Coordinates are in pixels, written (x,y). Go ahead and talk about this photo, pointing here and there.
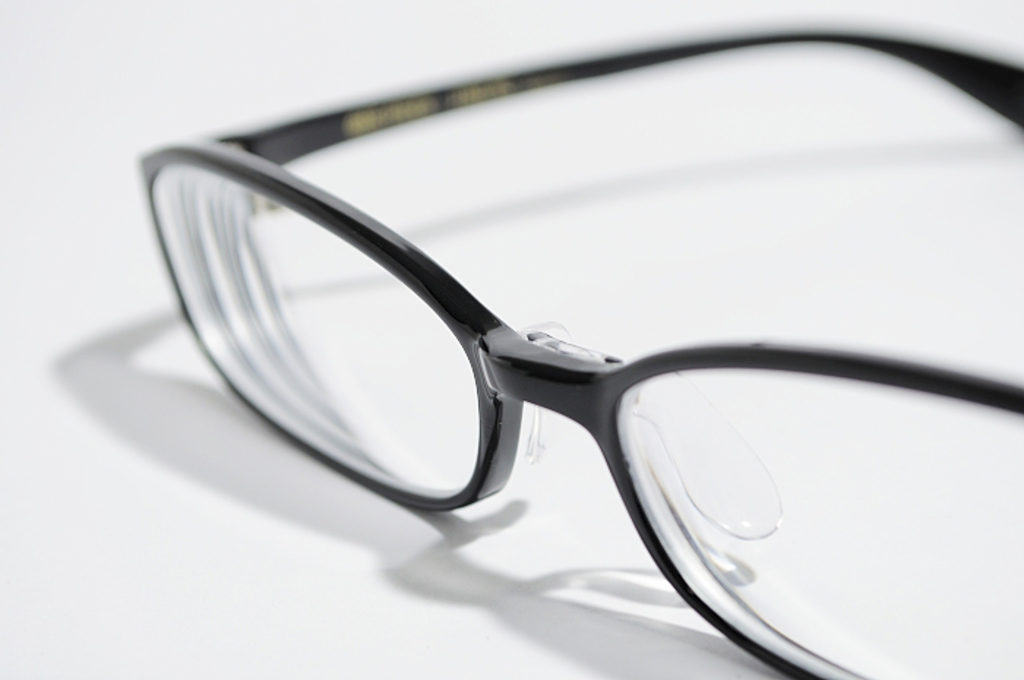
In this image, we can see a spectacles (455,418) on the white surface (507,186). Here we can see the shadow (234,450) of spectacles (713,612).
